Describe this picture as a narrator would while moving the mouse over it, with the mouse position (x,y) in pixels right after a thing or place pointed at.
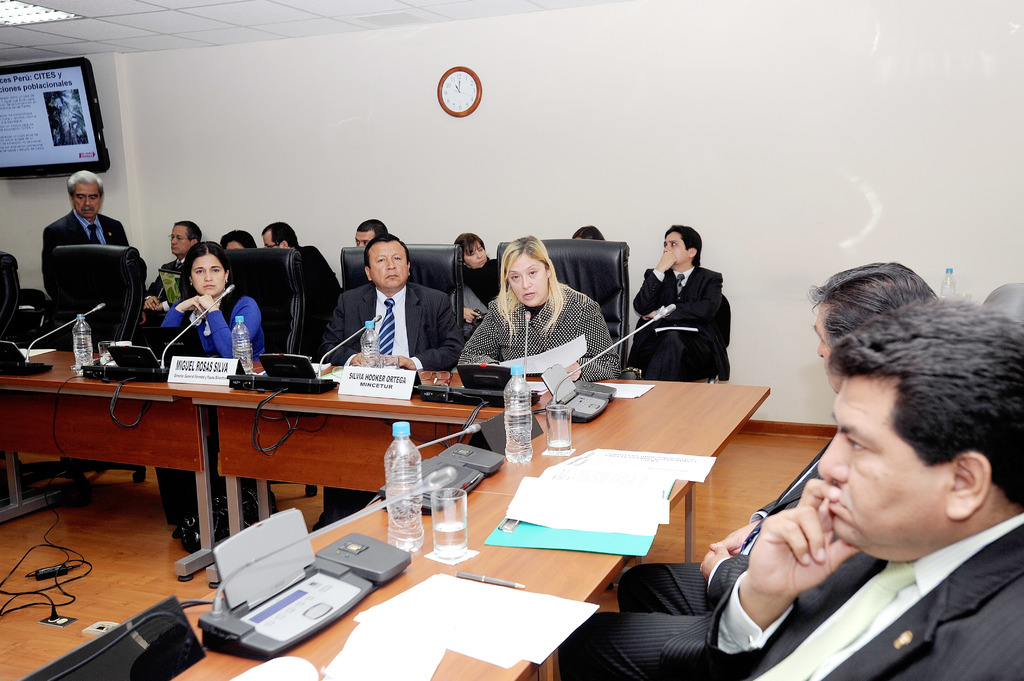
This picture is clicked in a conference hall (163,214). Here, we see many people (543,290) sitting on chair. In front of them, we see a table (710,404) on which file (536,534), papers (492,592), laptops (490,378), water bottle (522,441), name boards (398,396), glass (450,511) are placed on it. Behind them, we see a white wall (568,114) on which wall clock (466,91) is placed and on the left top of the picture (99,127), we see monitor screen (50,125) with some text (57,87) written on it.
